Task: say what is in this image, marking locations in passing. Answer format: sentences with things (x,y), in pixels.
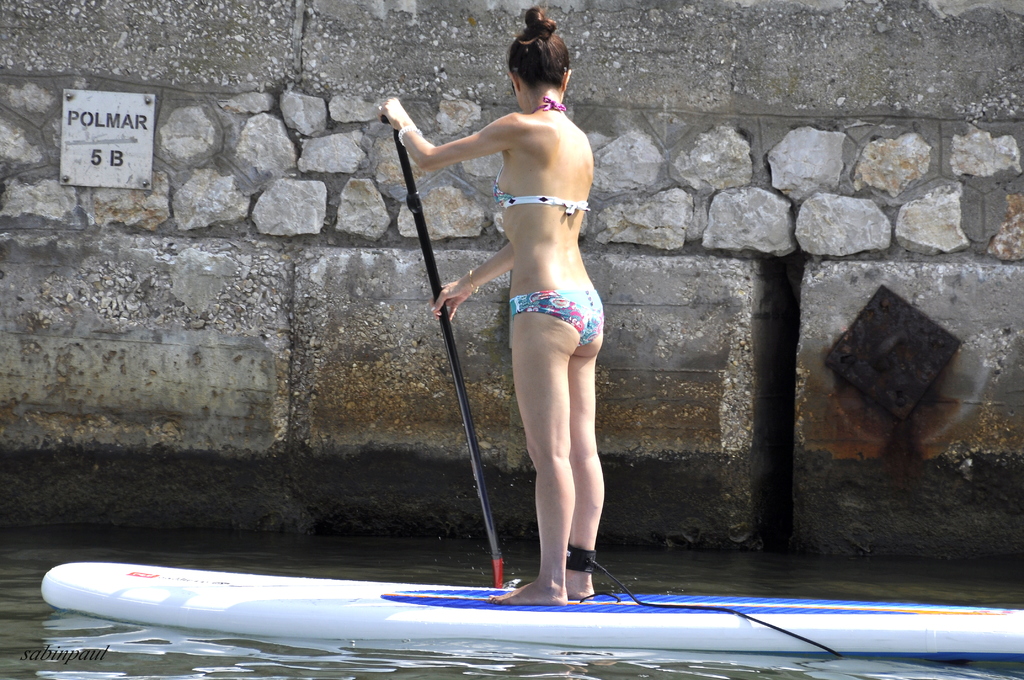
In the foreground of this picture (498,562), there is a woman (559,546) standing on the surf board (470,628) and a paddle (441,324) in her hand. In the background (192,342), there is water (62,673), wall (129,363) and a name board (115,151) on it.
